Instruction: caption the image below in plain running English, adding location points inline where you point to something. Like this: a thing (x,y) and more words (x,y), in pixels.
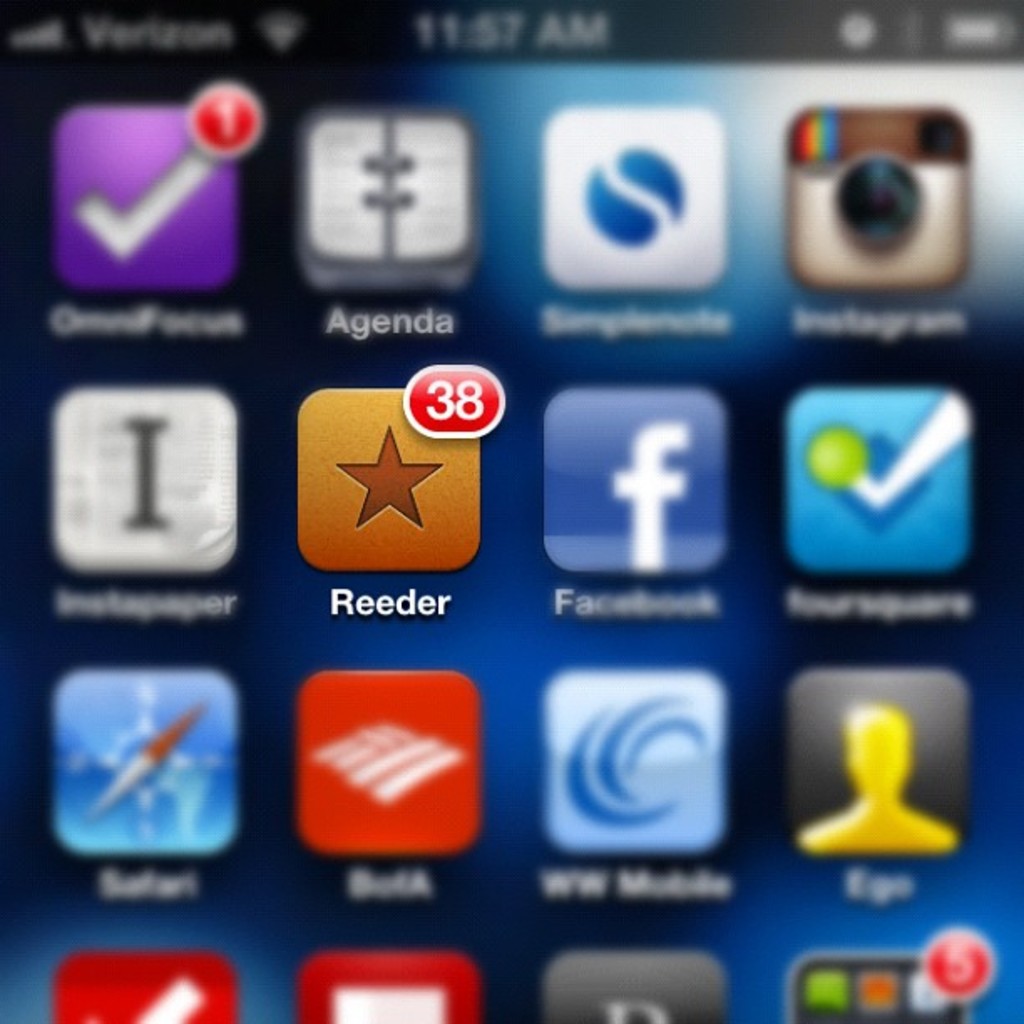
In the picture I can see so many apps (226,749) in the screen (440,599), except one app (428,462) all apps (344,782) are blurred.
